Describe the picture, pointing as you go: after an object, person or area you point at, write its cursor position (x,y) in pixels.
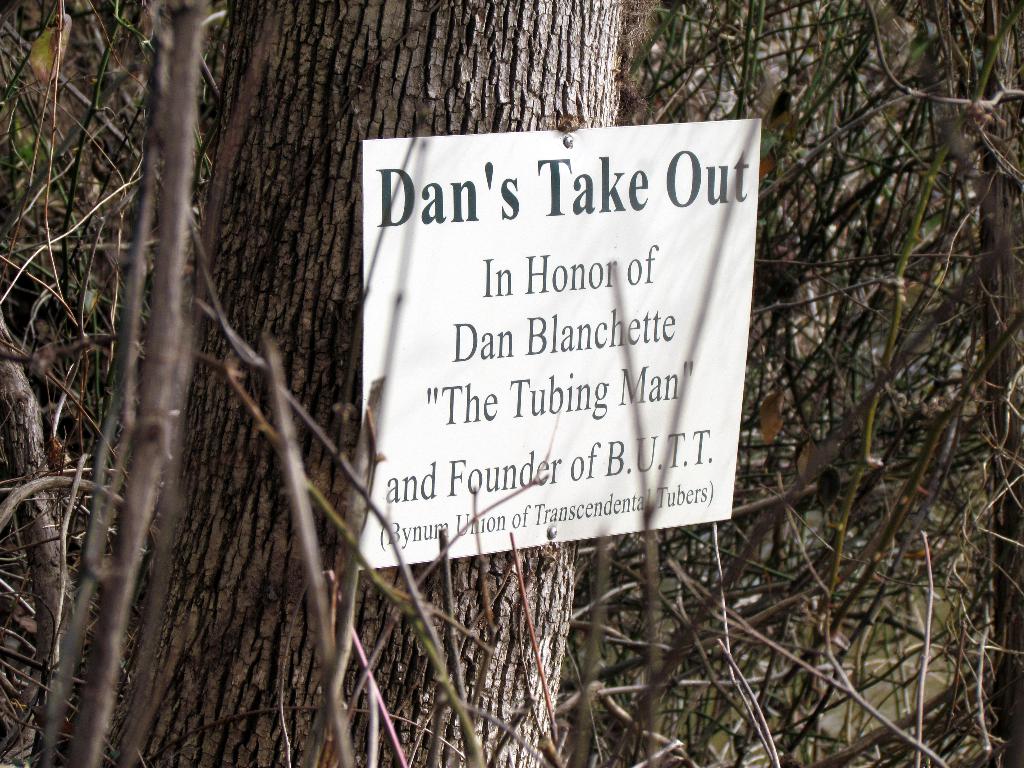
In this image we can see a tree (329,568) on which a board (559,347) is nailed and on the board (561,376) a text (542,400) was written.
